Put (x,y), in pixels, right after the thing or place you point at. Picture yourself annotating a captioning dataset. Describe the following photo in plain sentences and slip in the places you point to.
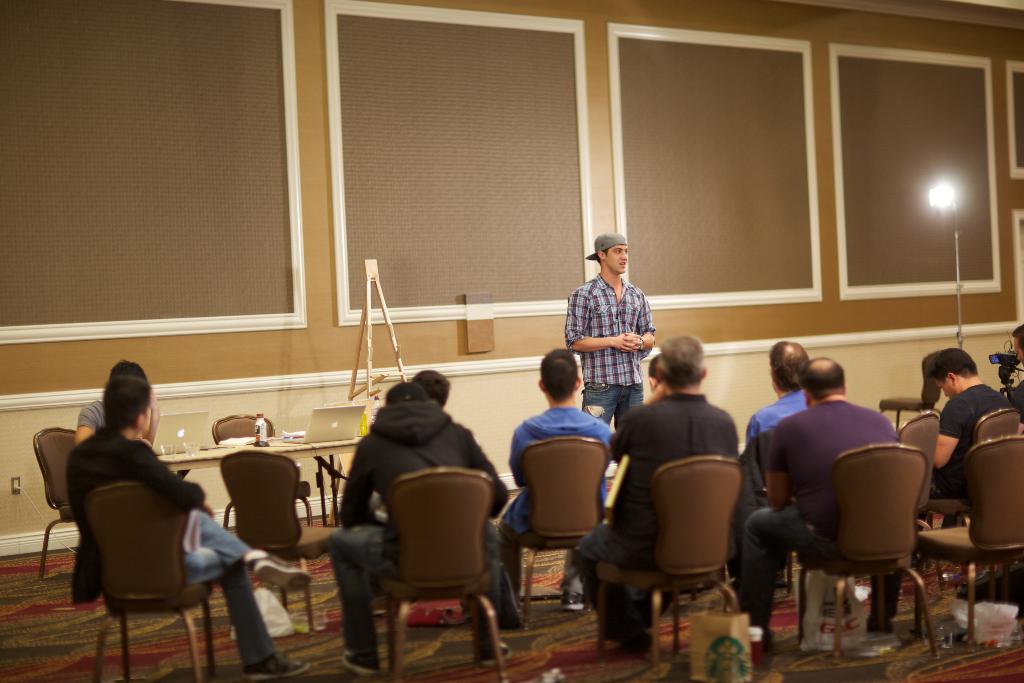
There are groups of people (808,401) sitting on the chairs (542,540). Here is a person (611,369) standing. This is a table (180,459) with two laptops (190,436), bottle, glasses (193,456) and few other objects (248,443) on it. I think this is a stand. This looks like a wall (786,109). On the right corner of the image (1012,353), I can see a person (1020,393) holding camera (1002,358) and clicking pictures. This is a light (956,196) with a stand (955,274). I can see a bag (734,646), which is placed on the floor (563,681).
